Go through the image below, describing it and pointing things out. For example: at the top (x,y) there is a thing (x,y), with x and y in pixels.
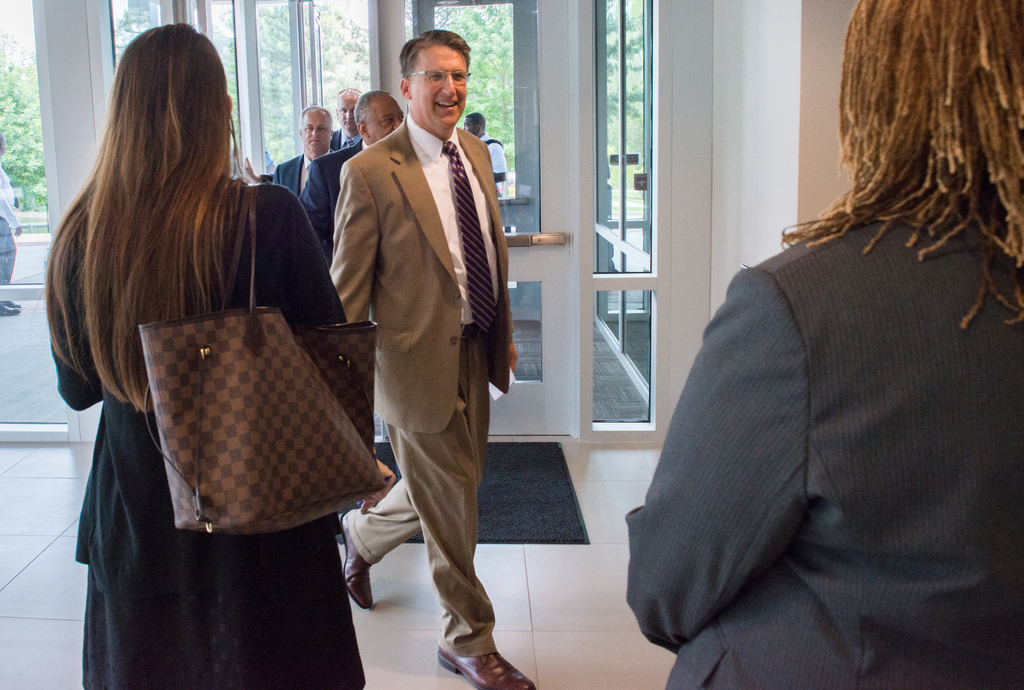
In this picture we can see persons (421,329) standing and walking on the floor (579,478). This is a doormat (566,464). Through glass doors (621,182) we can see outside view (281,45), trees (267,45) and persons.
